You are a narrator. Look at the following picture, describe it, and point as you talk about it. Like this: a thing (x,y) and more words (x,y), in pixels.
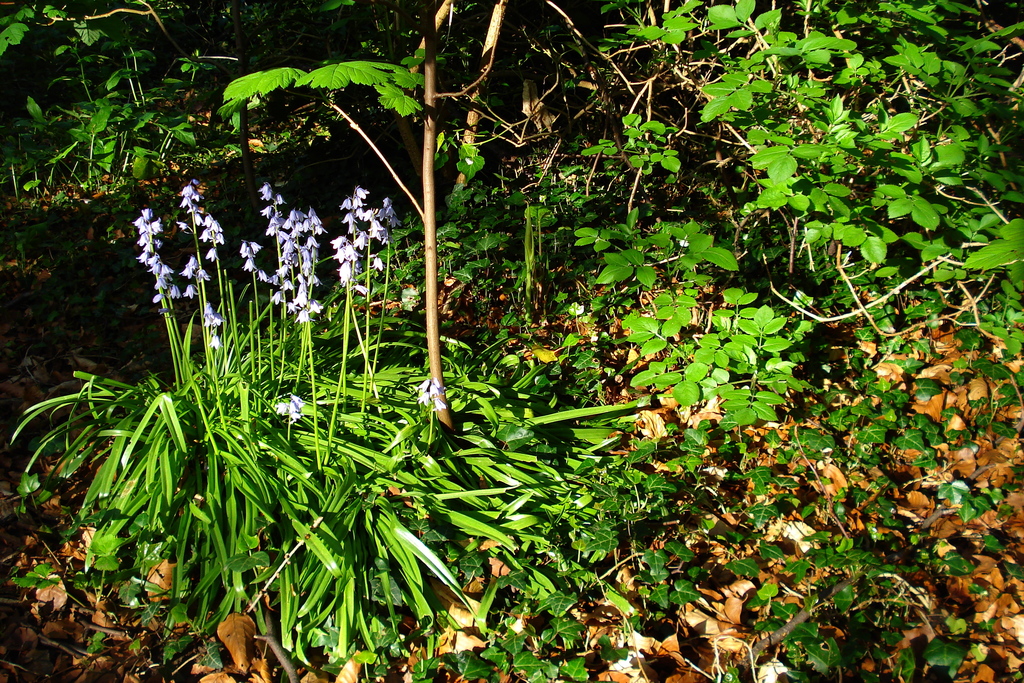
In this image we can see many plants (584,315). Also there are flowers (295,266). On the ground (641,536) there are leaves (853,488).
